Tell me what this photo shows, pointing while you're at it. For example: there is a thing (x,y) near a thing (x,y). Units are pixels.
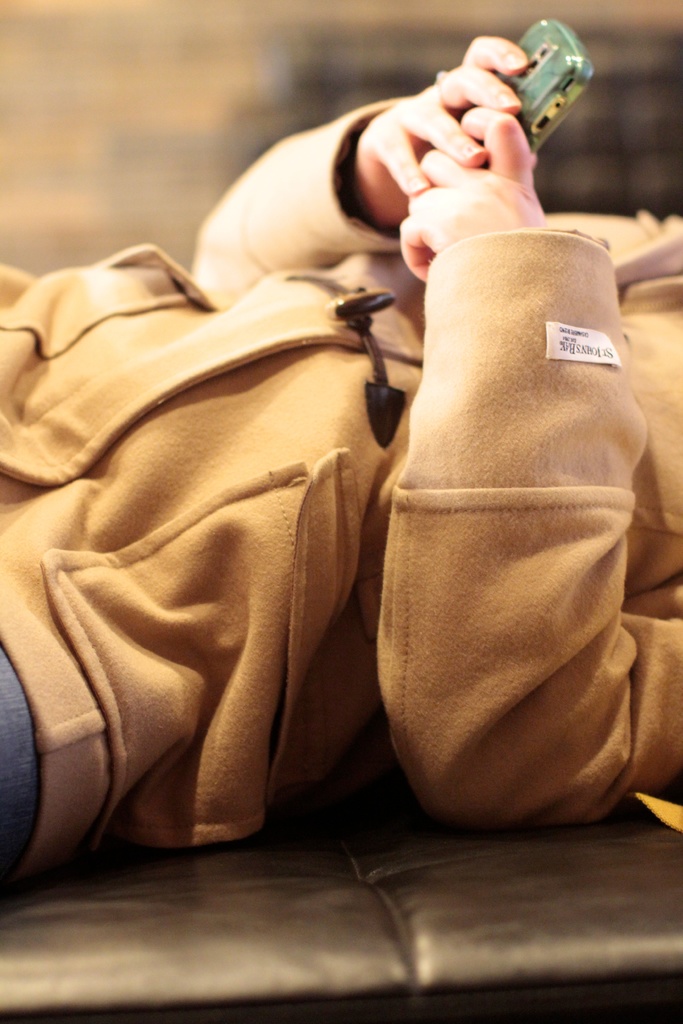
There is a person (292,478) wearing jacket (430,299) and holding a mobile (513,80) is lying on the surface (301,903). In the background (365,100) it is blurred.
